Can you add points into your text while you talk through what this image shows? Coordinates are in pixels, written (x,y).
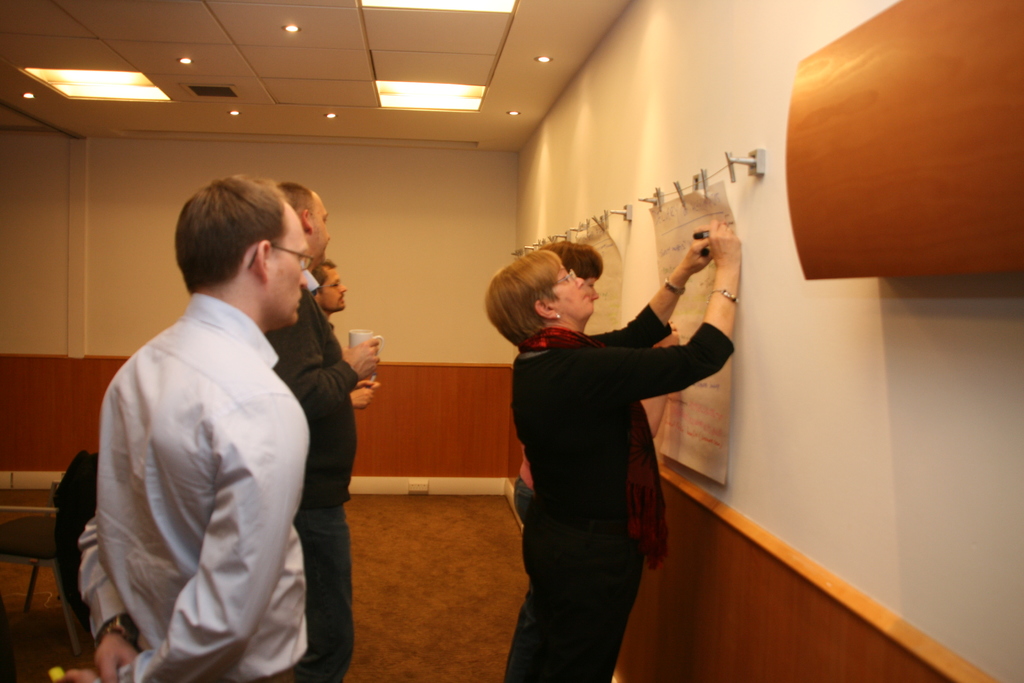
In this image I can see there are few persons (571,425) standing in front of the wall (575,138) and on the right side (797,246) I can see the wall (734,211) and I can see a woman (611,415) is writing on the paper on the wall (907,439).
